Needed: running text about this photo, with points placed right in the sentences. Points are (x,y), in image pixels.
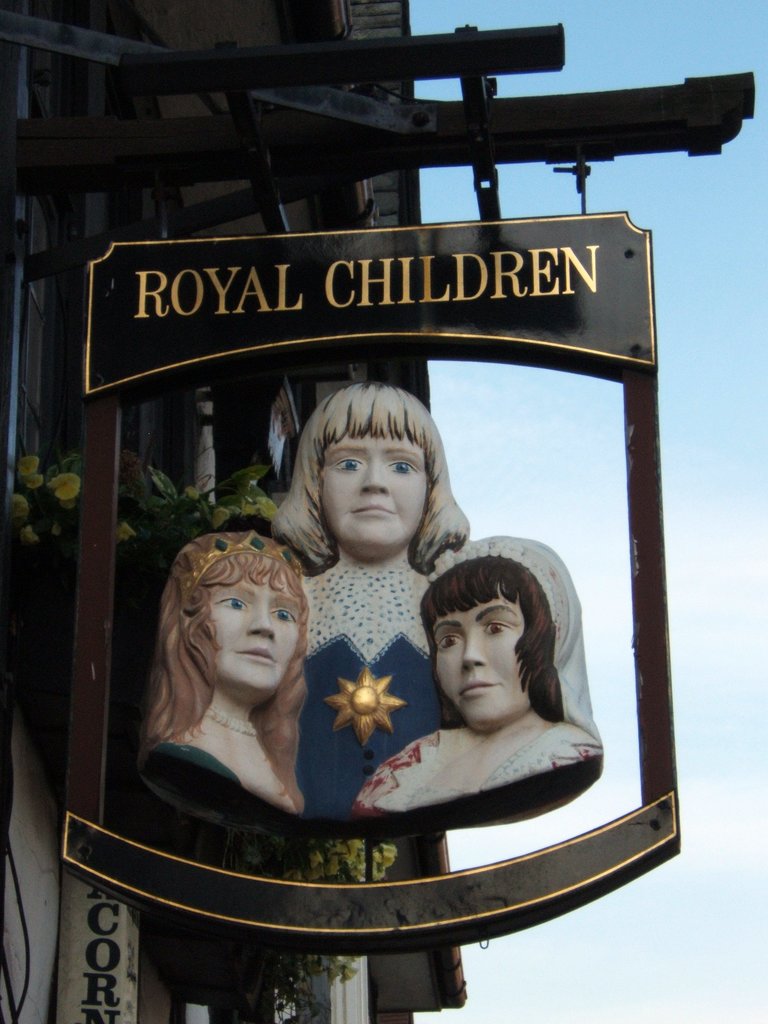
In this image I can see a house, flowers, an object (405,352) on which something written on it and sculpture (374,687) of children. In the background (699,508) I can see the sky (699,508).
